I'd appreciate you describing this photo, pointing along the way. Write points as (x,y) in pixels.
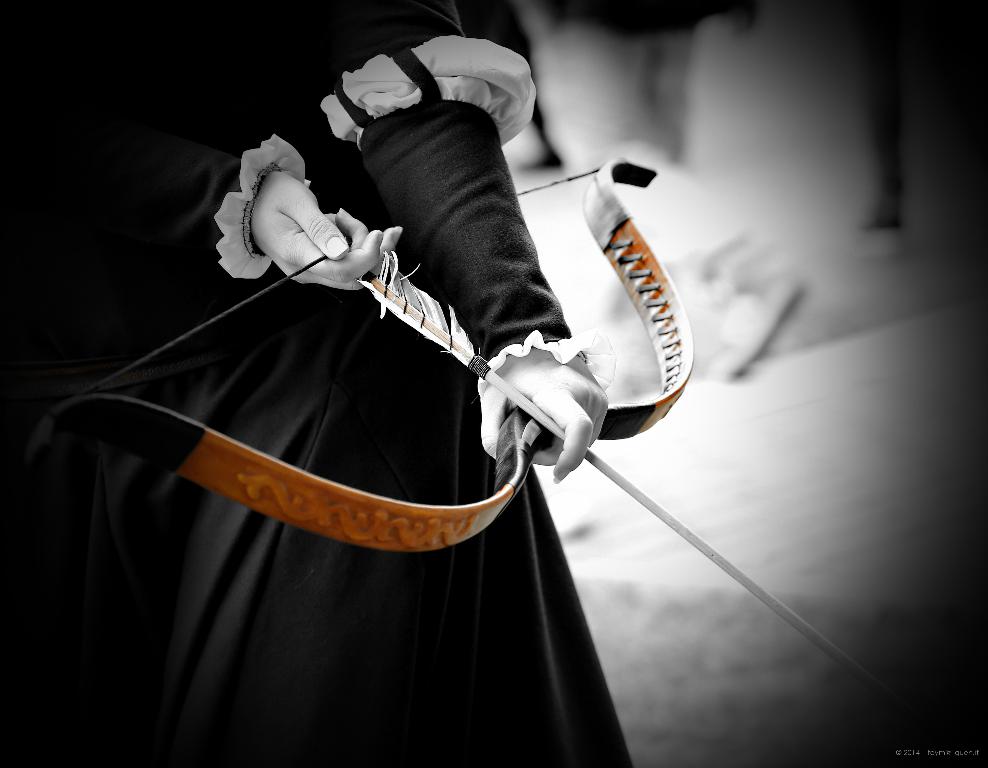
In this picture there is a lady (494,410) who is standing on the left side of the image (294,443), by holding an arrow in her hands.
